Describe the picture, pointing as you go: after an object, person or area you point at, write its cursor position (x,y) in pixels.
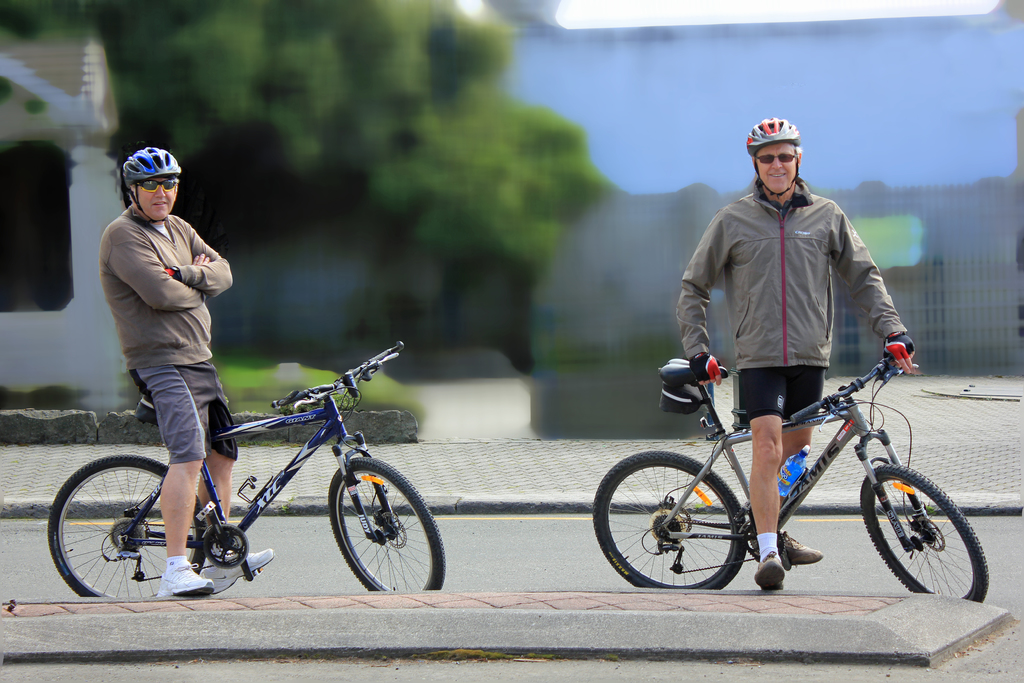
In this image we can see two persons (848,289) wearing brown color jackets (730,225), different color helmets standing with bicycles (129,556) and in the background of the image (443,471) there is footpath (511,463) and there is house (87,357) and there are some trees (424,200).
